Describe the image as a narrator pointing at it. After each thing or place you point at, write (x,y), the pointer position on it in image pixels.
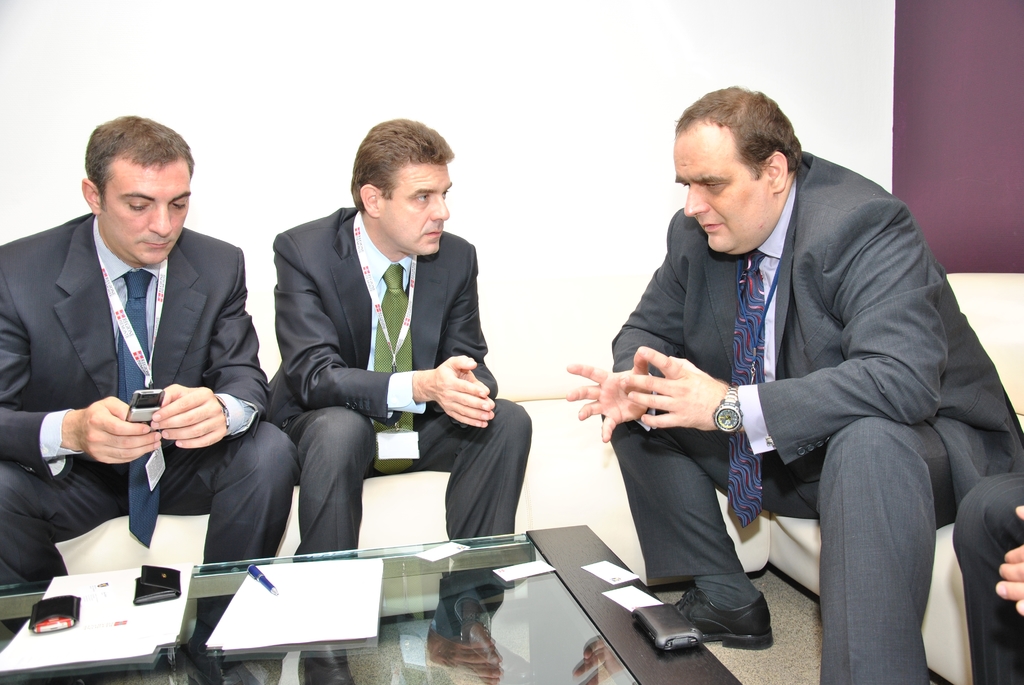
In this image we can see four men (330,278) sitting on a sofa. In that a man (210,427) is holding a mobile phone (151,419). We can also see a table (624,674) containing a pad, papers (104,638), cards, wallet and some objects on it. On the backside (563,269) we can see a wall (550,301).
